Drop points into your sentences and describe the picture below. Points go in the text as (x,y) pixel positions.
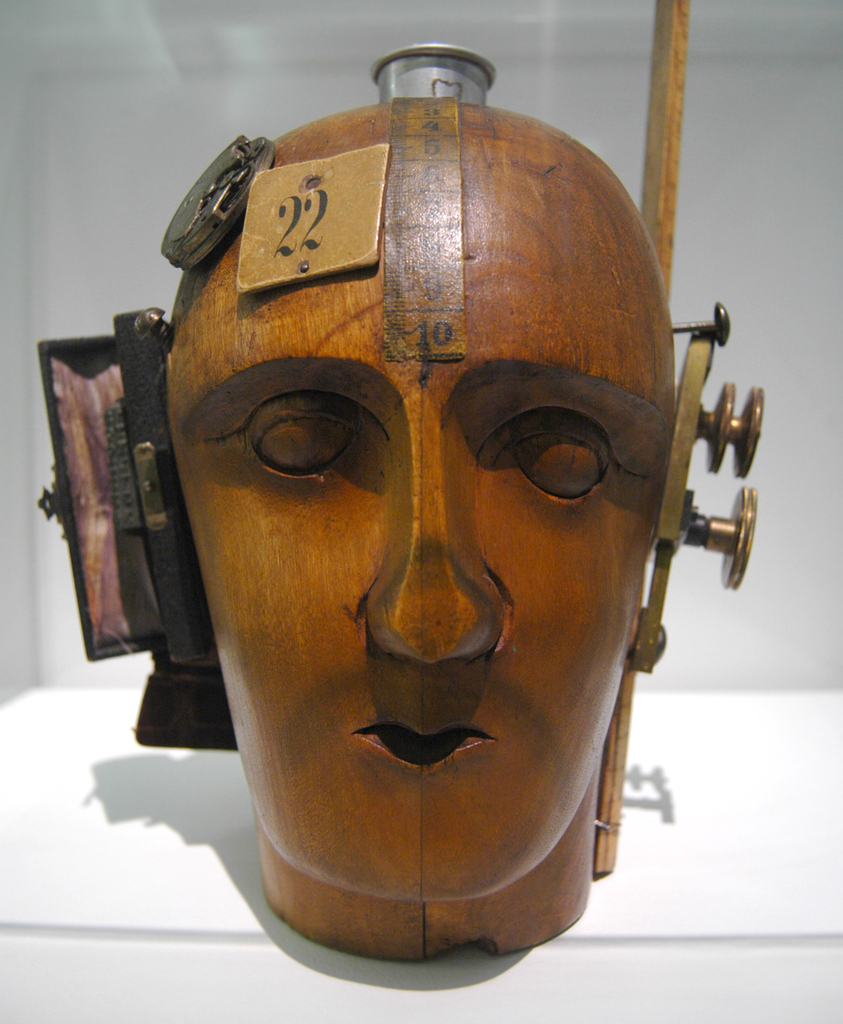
I think this is a wooden machine (475,801), which is carved like a human face (381,458). These are the objects (321,219), which are fixed to this wooden machine (586,600). The background (60,95) looks white in color.
